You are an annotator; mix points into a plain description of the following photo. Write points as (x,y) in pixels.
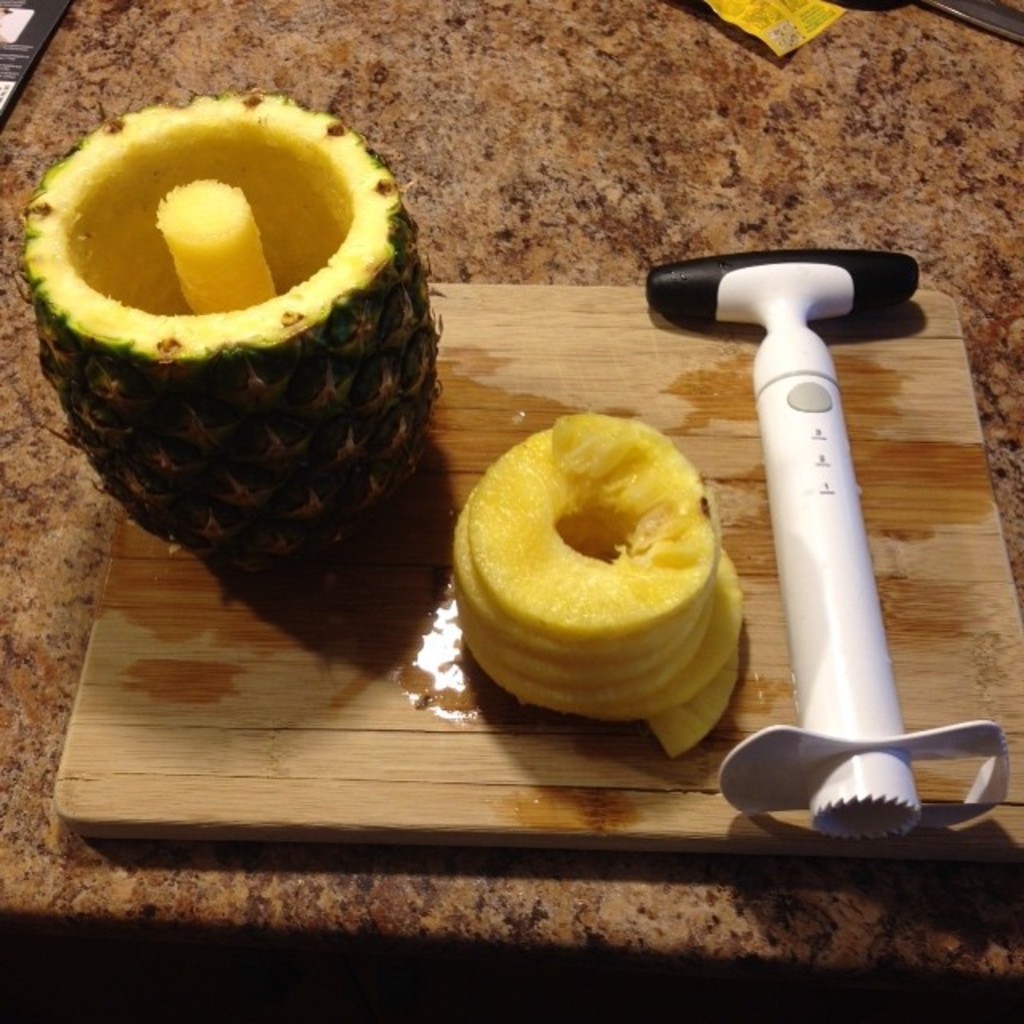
In this image I can see a pineapple (283,204) on the wooden board (154,679). The pineapple (152,448) is in yellow color and I can see a white color object (807,374) on the board (776,652). The board (763,490) is on some brown color surface (844,191).
